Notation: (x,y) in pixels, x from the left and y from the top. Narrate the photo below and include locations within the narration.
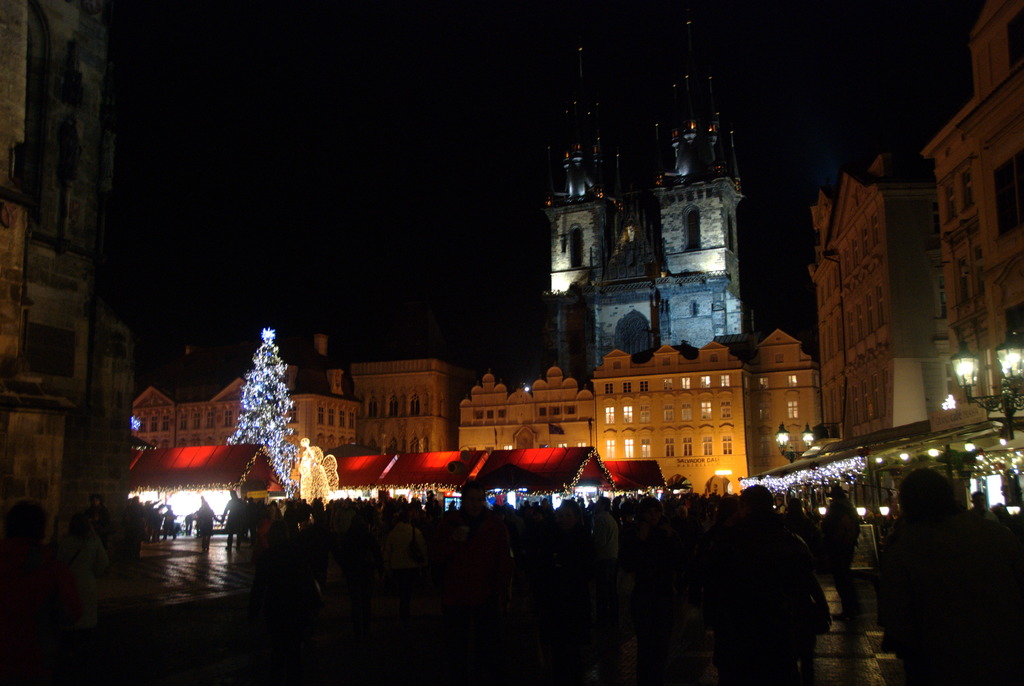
In this image I can see few buildings (586,384), few lights (961,369), few red colour tents (450,475) and I can see a tree (258,353). I can see this image is little bit in dark. I can also see few more lights (326,500) as decoration (841,466).
